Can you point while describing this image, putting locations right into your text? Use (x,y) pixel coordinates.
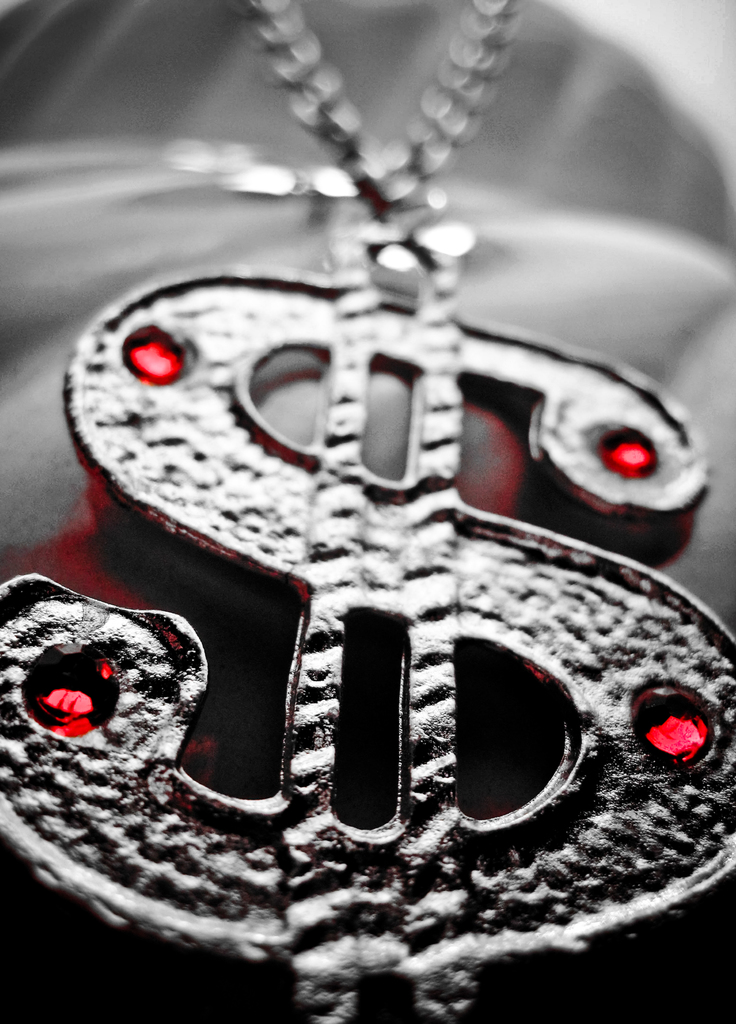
Here in this picture we can see a dollar symbol locket (308,480) present over a place (27,573).
